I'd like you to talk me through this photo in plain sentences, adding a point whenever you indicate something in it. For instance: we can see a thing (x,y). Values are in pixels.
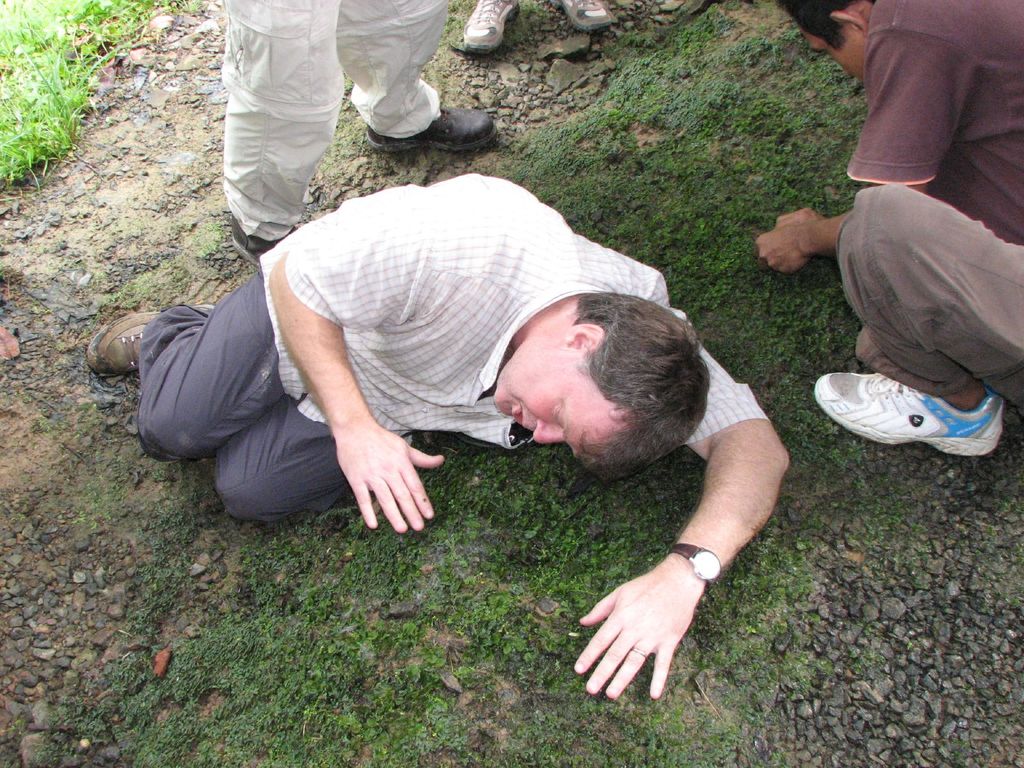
In this picture we can see few people (353,255), stones (905,516) and grass (383,588), in the middle of the image (387,504) we can see a man (370,471), he is lying on the grass (595,235).
